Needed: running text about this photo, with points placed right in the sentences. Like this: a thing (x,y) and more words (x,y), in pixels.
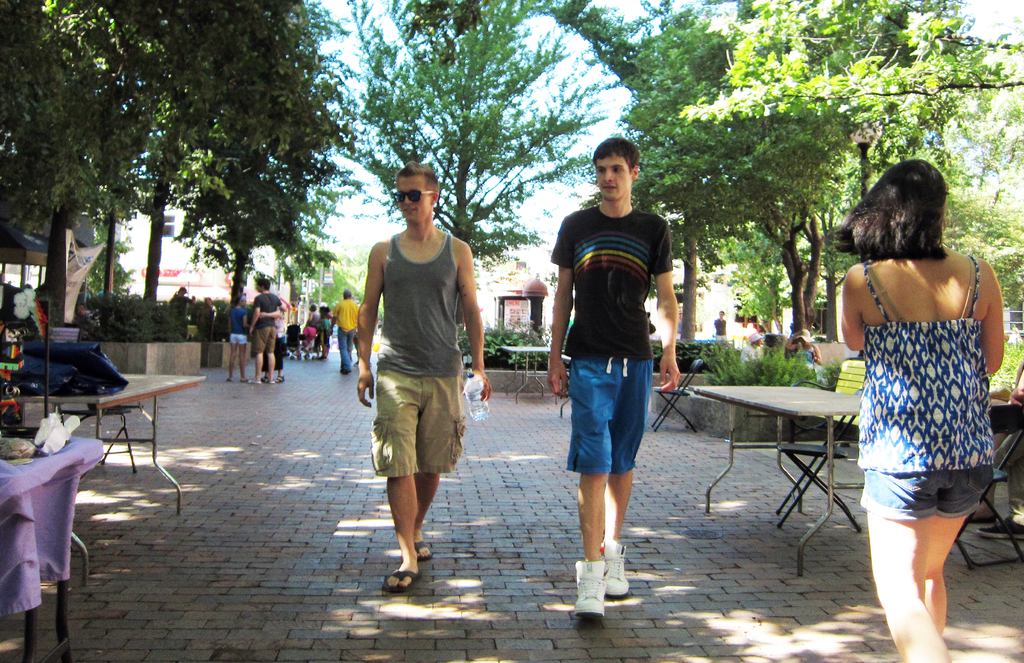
In this image we can see few people (433,282). One person (422,289) is wearing goggles (419,194). On the sides there are tables (156,377). On the tables (739,399) there are few items (117,382). In the back (201,144) we can see trees (280,145) and plants (688,347). In the background (614,94) there is sky (576,69).
